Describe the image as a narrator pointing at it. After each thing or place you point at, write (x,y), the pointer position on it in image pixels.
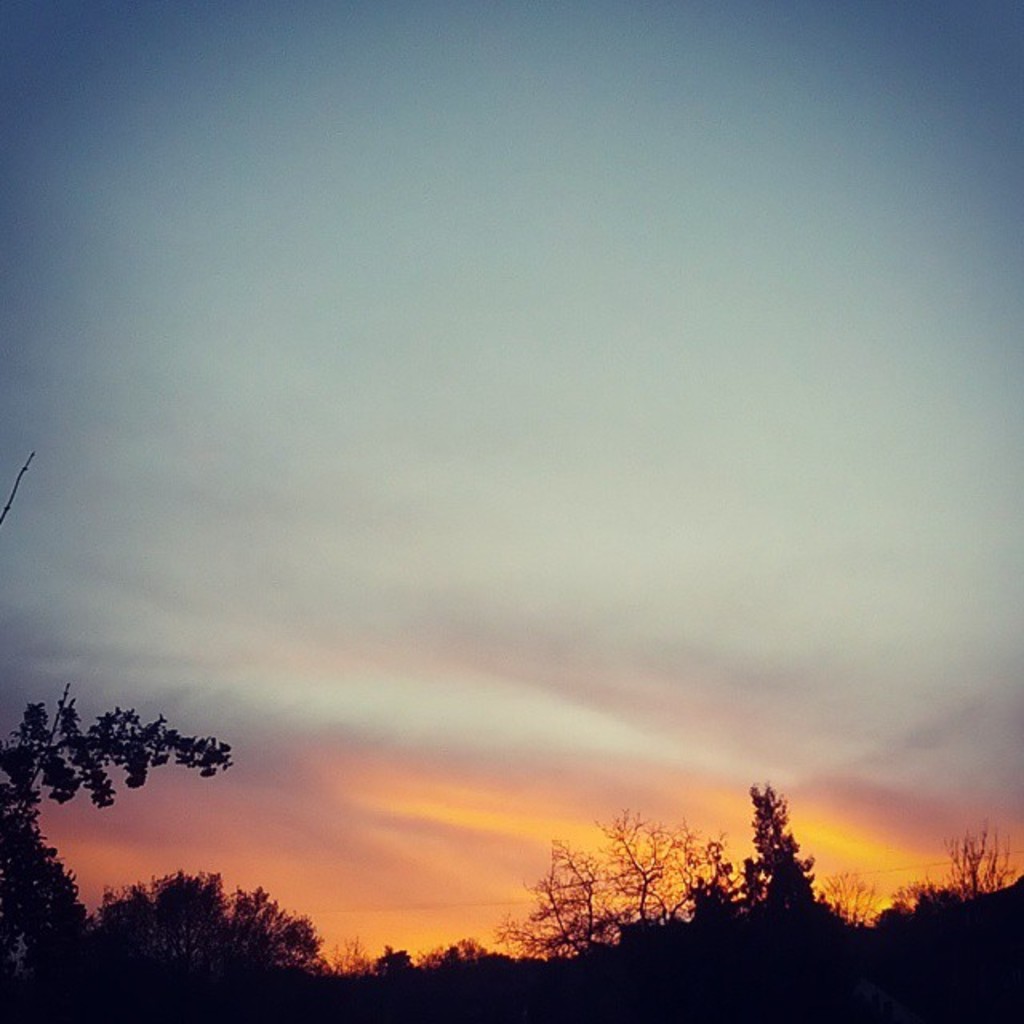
This image is taken outdoors. At the top of the image (231,308) there is a sky (599,693) with clouds (464,792) and sunset glow (484,900). At the bottom of the image (112,950) there are a few trees (244,958) and plants (976,950).
